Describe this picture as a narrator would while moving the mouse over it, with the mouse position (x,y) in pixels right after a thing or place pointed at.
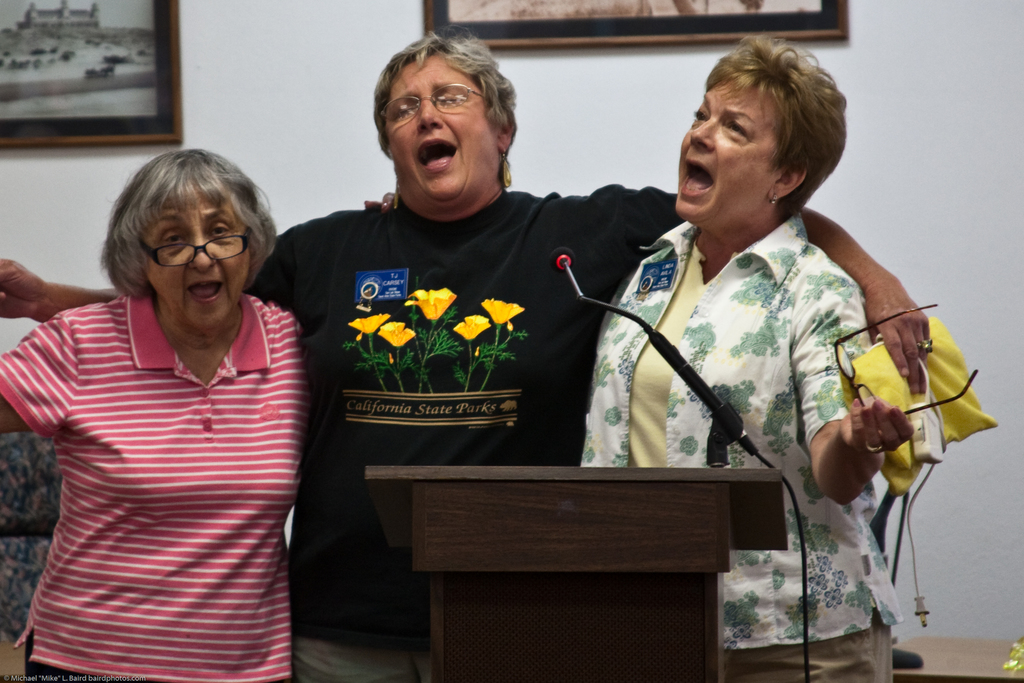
In the background (50,52) we can see the frames (639,21) on the wall (971,21). We can see few objects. In this picture we can see the people (634,285) and looks like they are shouting. We can see a person (799,270) is holding spectacles (859,382). We can see a person (903,341) in the middle (588,382) is holding objects (940,378). At the bottom portion of the picture (670,649) we can see podium (771,509) and microphone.
